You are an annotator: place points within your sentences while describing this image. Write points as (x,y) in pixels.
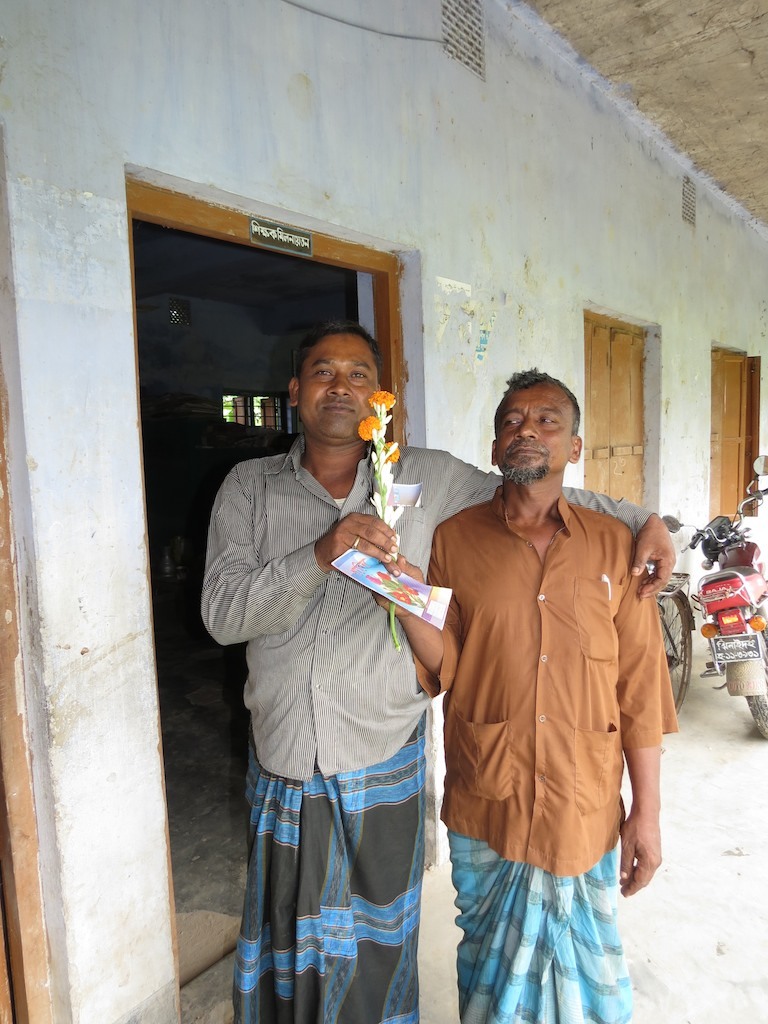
In this picture there are two men (301,709) holding a card (385,590) and it looks like a flower bouquet (377,493). Behind the people (388,621) there is a bicycle (679,611), a bike (728,579) and a wall (440,282) with windows (623,409).
